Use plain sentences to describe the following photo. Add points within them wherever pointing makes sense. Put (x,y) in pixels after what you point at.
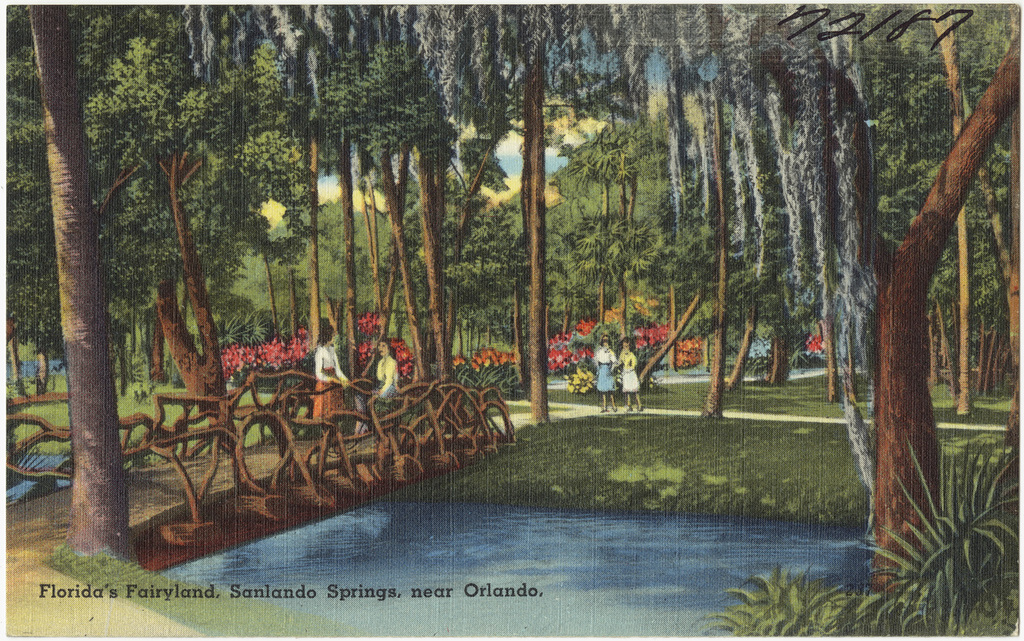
In this picture there is a painting (494,536) where there is water (493,538) and there is a bridge (312,476) above it and there are two persons (322,397) standing on the bridge (355,399) and there are two persons (626,375), few flowers (486,355) and trees (553,259) in the background (574,224) and there is something written in the left bottom corner (145,591).
